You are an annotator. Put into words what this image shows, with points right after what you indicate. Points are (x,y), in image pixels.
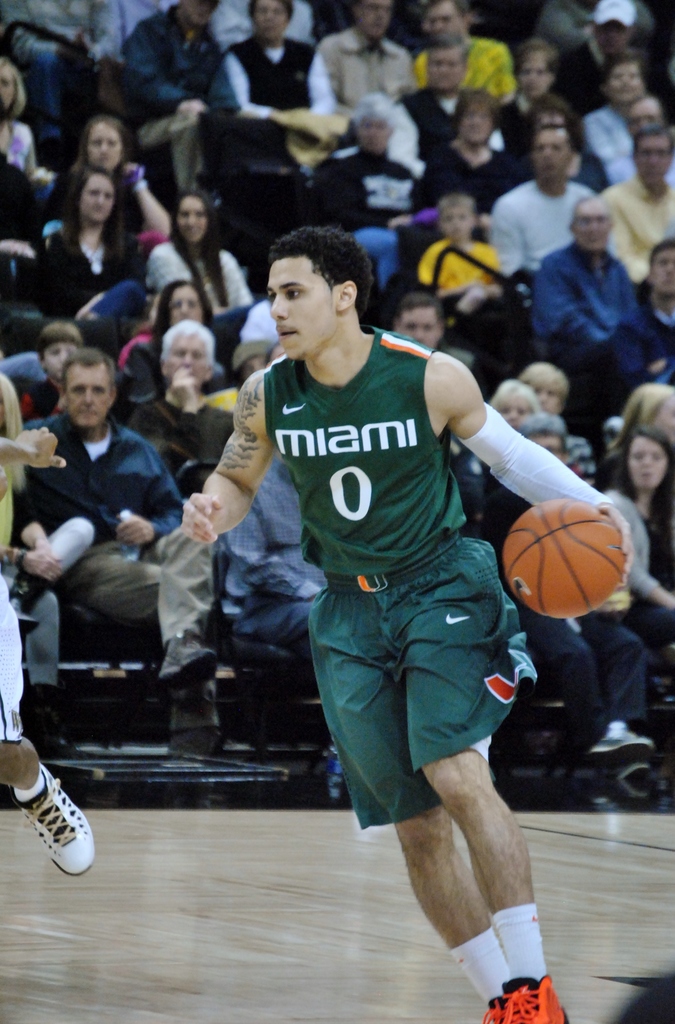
In the middle of the image (256,441) a person (516,830) is running and holding a basketball (535,568). Behind him few people (30,539) are sitting and watching.
